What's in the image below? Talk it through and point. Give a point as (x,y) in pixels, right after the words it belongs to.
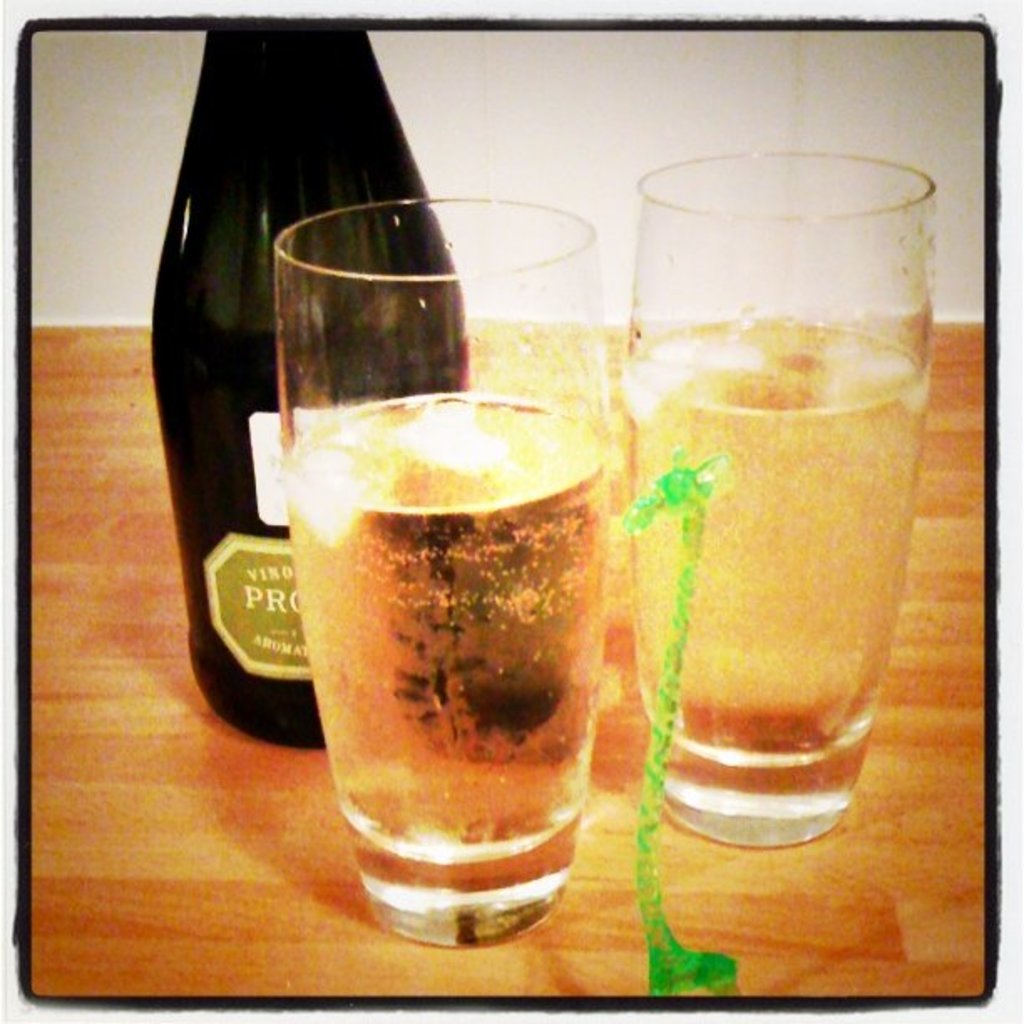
In this image I can see a bottle (224,258), few glasses (585,573), a green colour thing (689,543) and in these glasses (559,494) I can see drinks (517,545). On this bottle (247,578) I can see something is written.
